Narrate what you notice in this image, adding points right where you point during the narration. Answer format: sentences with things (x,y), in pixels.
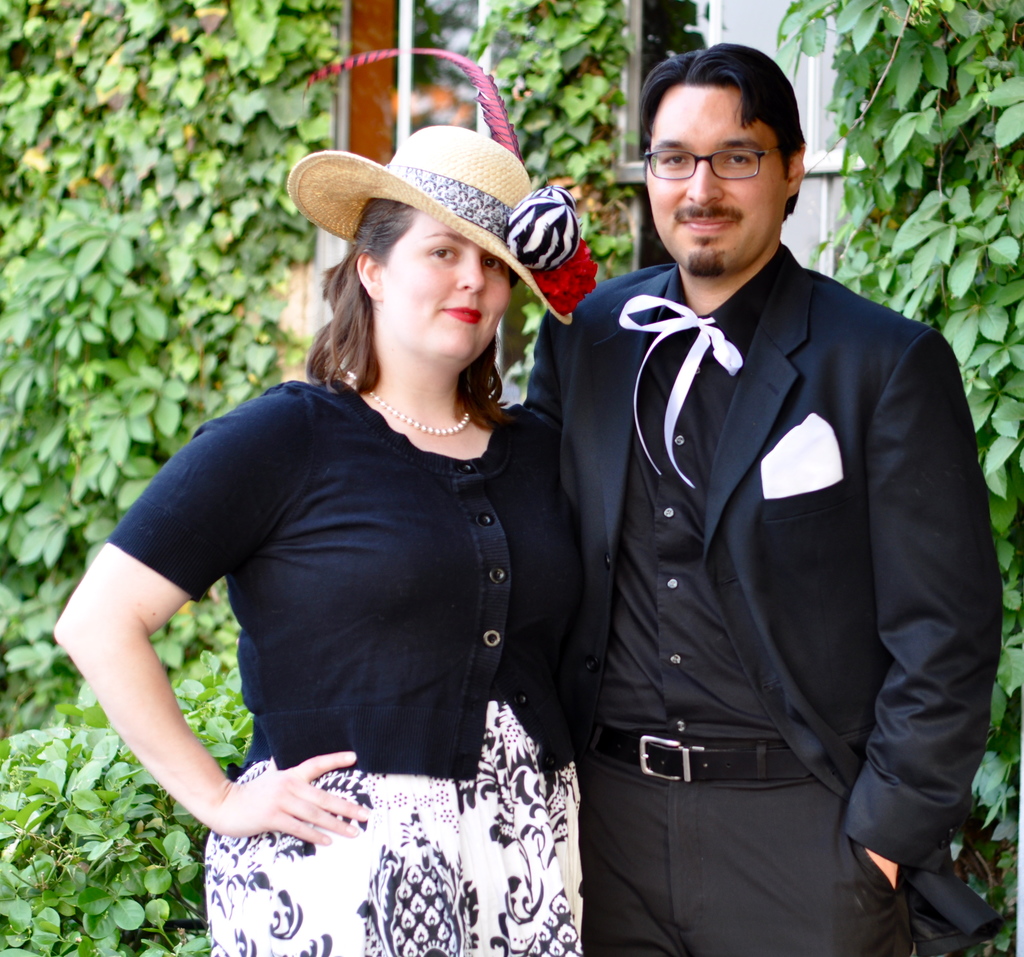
In the foreground of the picture (606,841) there is a couple (603,295) standing, they are wearing black colored dresses (576,473). In the middle of the picture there are plants (1004,176), iron frame (404,27) and building (656,50).
